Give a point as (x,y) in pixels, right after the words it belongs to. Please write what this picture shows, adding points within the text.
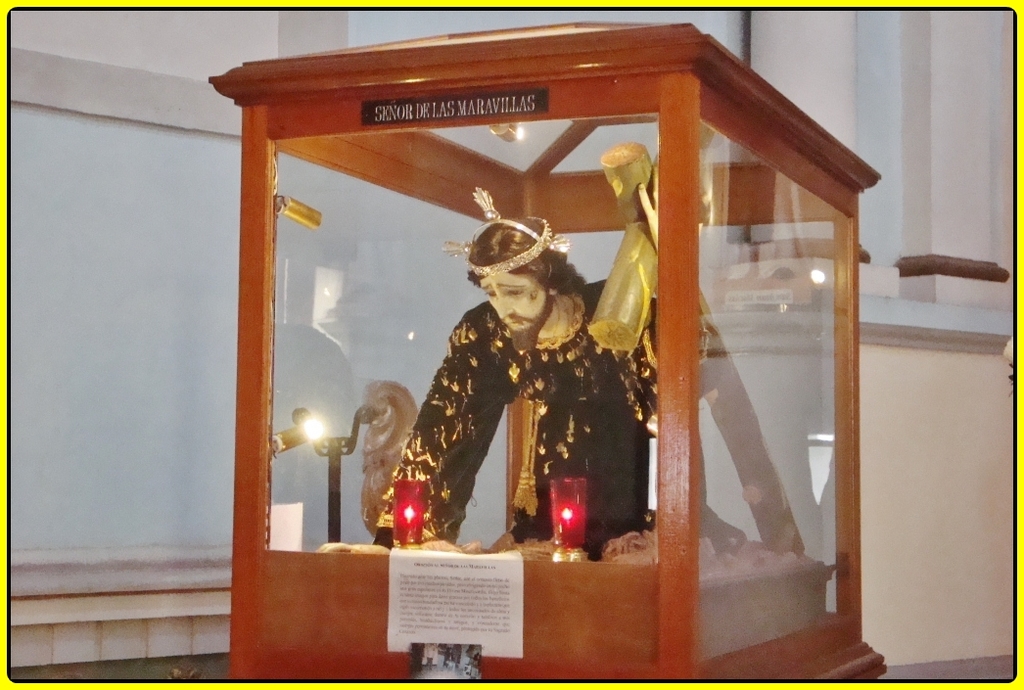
This image is taken in a church (958,181). In the background (52,259) there is a wall (888,506). In the middle of the image (471,406) there is a box (679,219) which is made of wood (601,94) and glass (785,594). In the box (432,264) there is a statue of Jesus (520,351) and there are a few candles (421,502).
